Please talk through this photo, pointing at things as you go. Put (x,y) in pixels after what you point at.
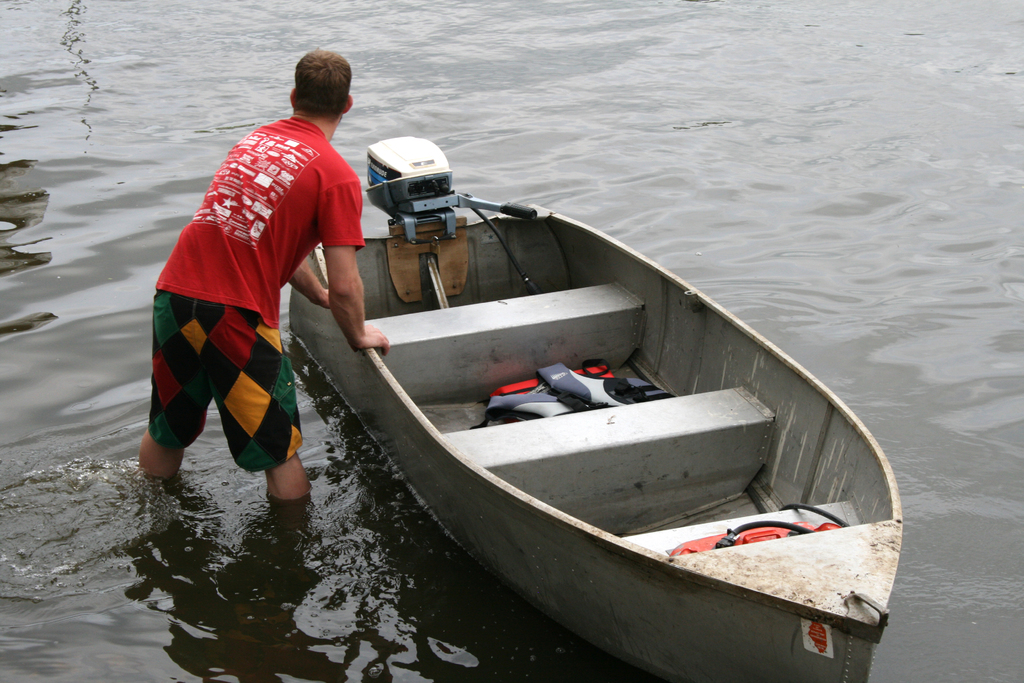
In the image we can see a person (236,288) standing and wearing clothes (241,349). There is a boat (626,420) in the water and in the boat (606,411) we can see life jackets (626,403).
